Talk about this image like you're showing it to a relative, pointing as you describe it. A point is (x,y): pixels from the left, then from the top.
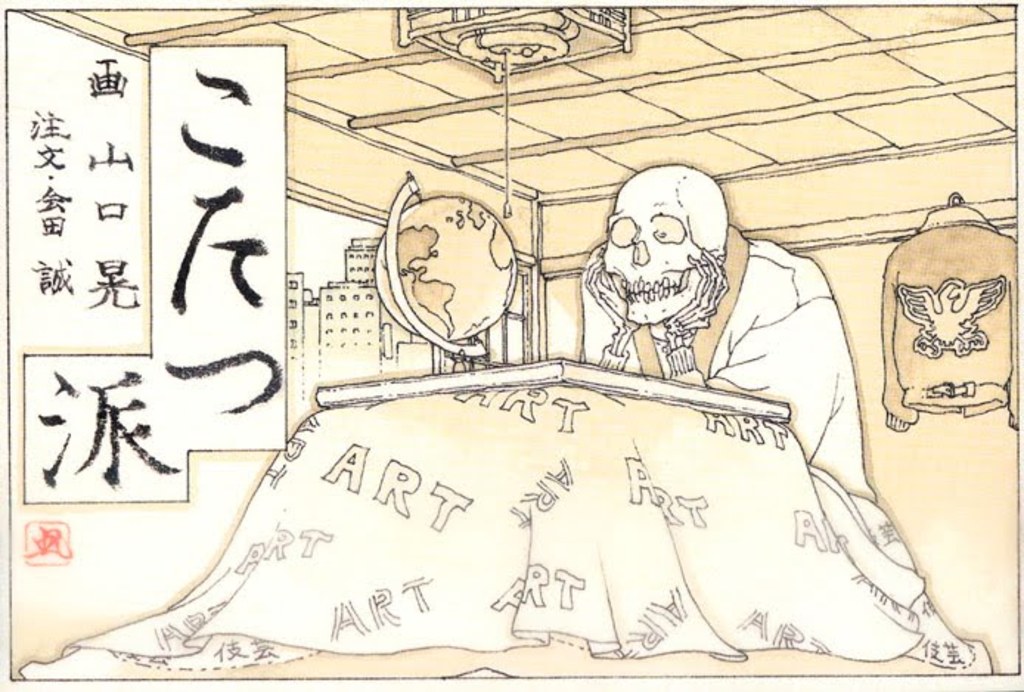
There is an art (216,308) of a skeleton (709,353) sitting in front of table (365,401) with globe (460,321) on it and there is a shirt (974,233) hanging to the wall (922,221) on the right side (968,348) and cardboard (220,166) with text (114,392) on the left side (195,145).
